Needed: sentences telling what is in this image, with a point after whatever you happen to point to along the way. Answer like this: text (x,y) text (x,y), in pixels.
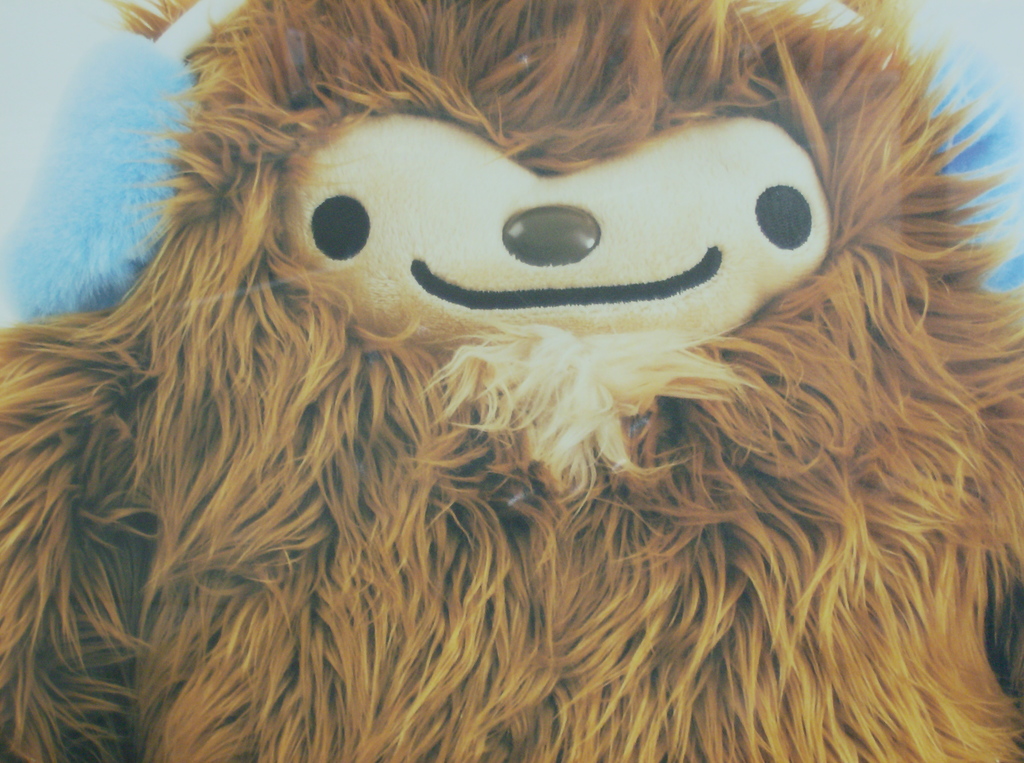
In this image we can see a soft toy (314,437).
